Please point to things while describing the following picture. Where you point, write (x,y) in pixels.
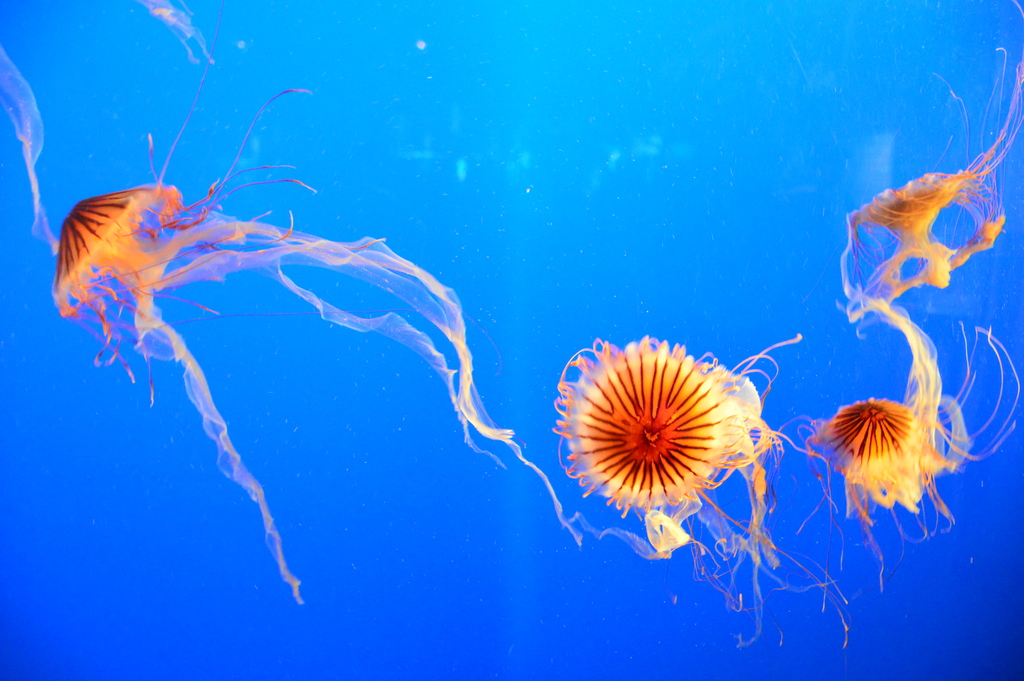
In this image there are jellyfishes (847,306) in the water (169,596).
